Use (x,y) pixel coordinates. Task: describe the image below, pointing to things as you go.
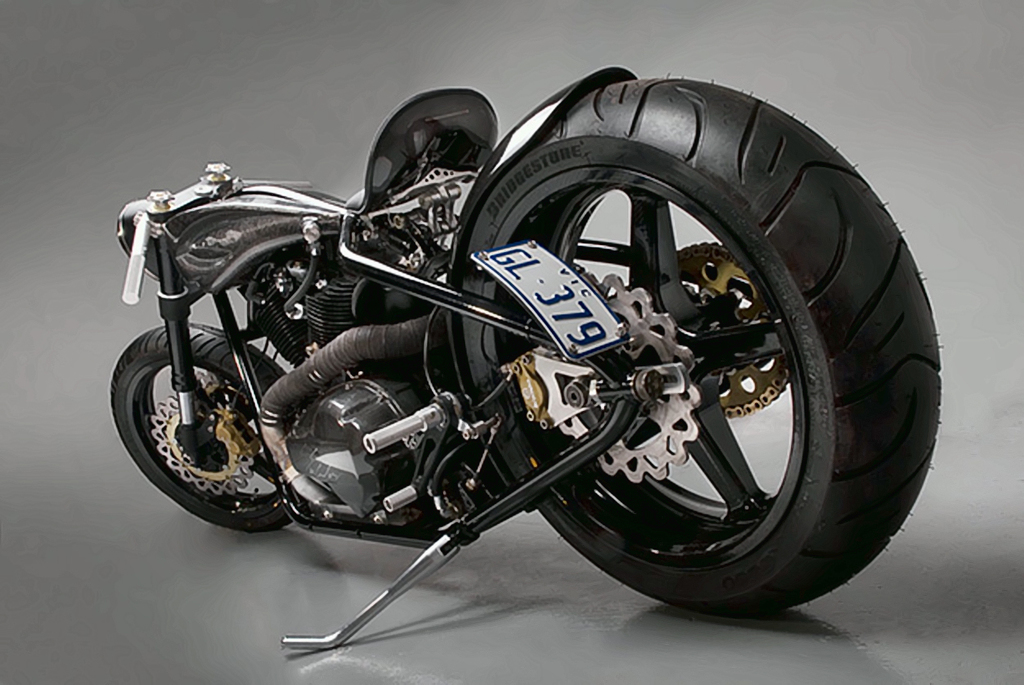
In the center of the image (556,292), we can see a motorbike (423,347) on the floor (470,595).
